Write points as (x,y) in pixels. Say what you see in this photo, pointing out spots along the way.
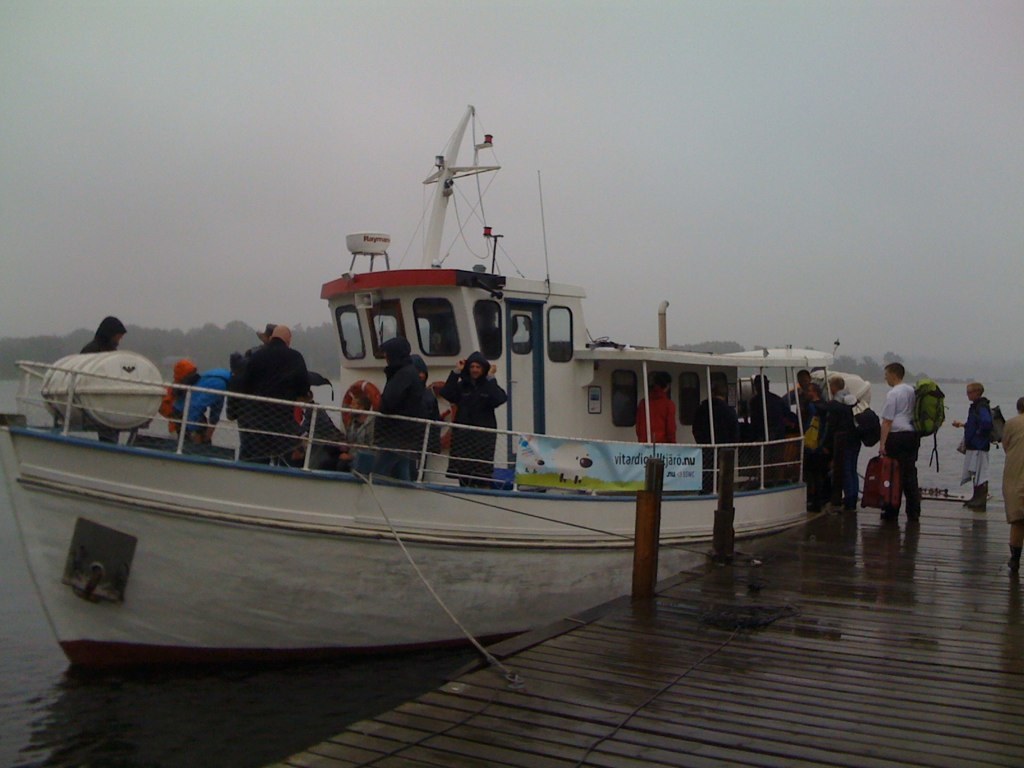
In the foreground of this picture (464,564), there is a boat (422,536) near a dock (726,624). In the background (955,301), we can see water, trees (864,370) and the sky (746,132) and there are persons (297,425) in the boat (500,430).
